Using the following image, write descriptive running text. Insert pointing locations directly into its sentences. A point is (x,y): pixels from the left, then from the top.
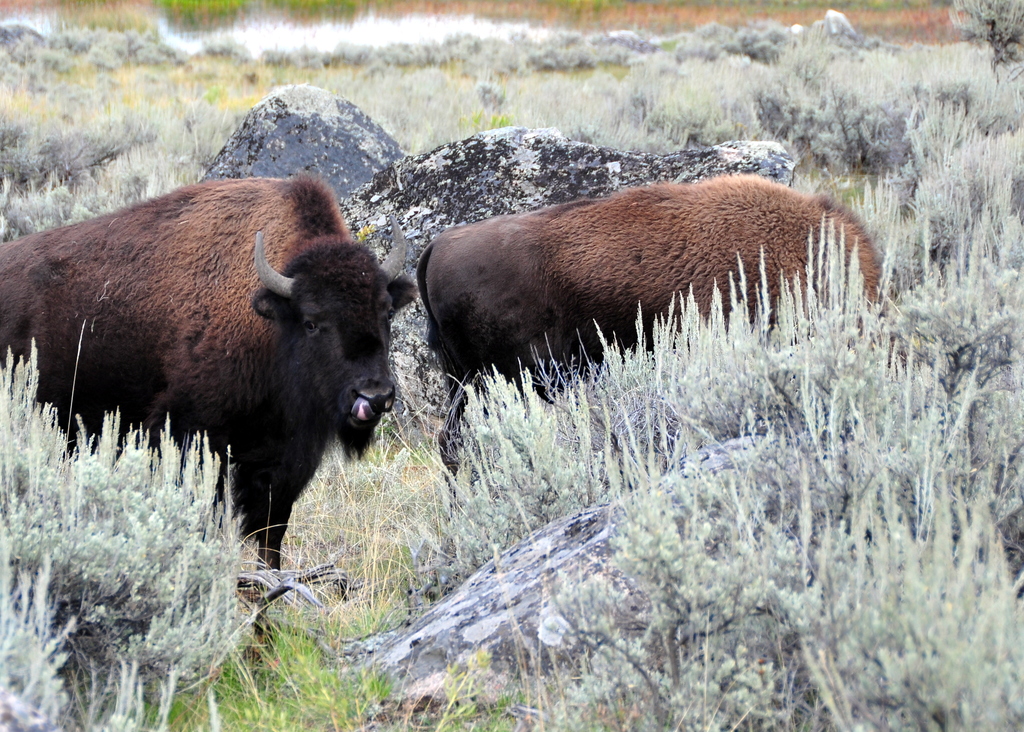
This is an outside view. Here I can see two animals (364,293) which are in brown color. At the bottom of the image (274,693) I can see the grass (262,691) and few plants (69,547) and also there are few rocks (459,186).
